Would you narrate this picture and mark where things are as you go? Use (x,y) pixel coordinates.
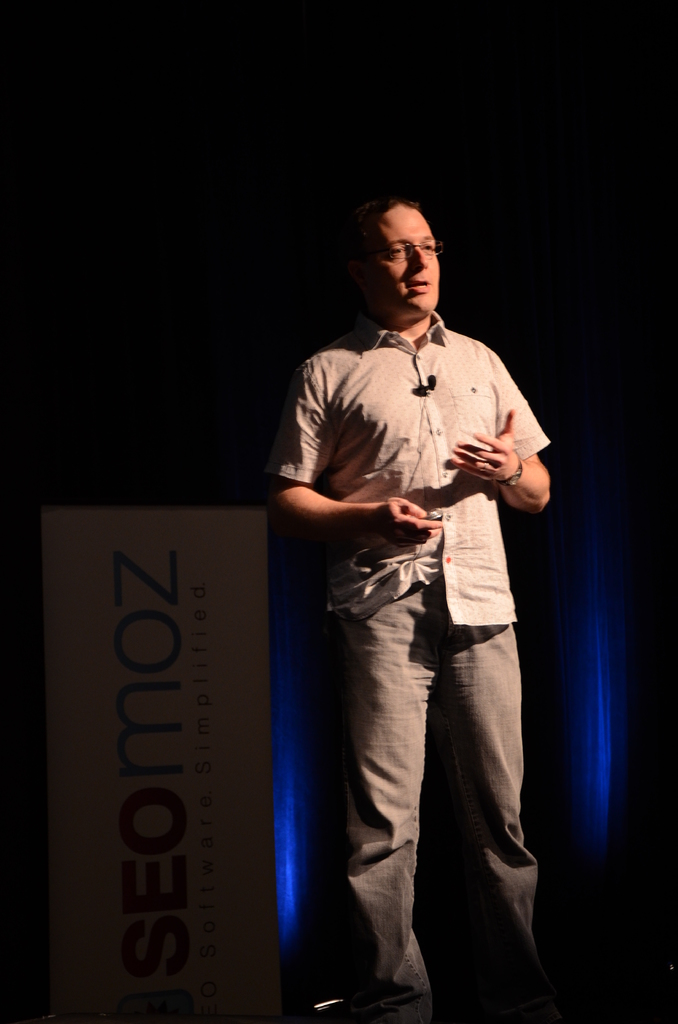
There is a man (333,410) standing in the center of the image (427,448) and there is a poster (192,657) and a curtain (190,451) in the background area (159,402).
